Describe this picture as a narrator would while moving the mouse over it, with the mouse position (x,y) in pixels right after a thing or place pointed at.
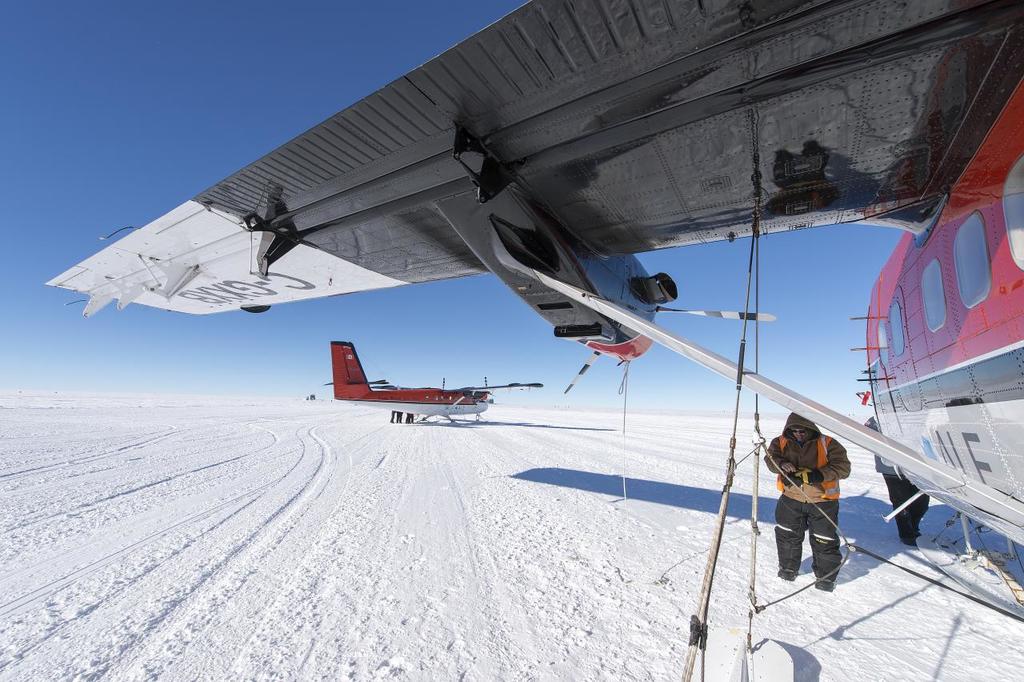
In this picture, there is a plane (924,306) towards the right (969,341). It is in red and white in color. On the top (471,100), there is a plane wing (623,106). Below it, there is a person (807,421) wearing a jacket (815,500) and trousers (793,510). In the center (401,393), there is another plane (396,398). At the bottom (431,576), there is a snow (460,522). On the top (206,80), there is a sky (238,65).
